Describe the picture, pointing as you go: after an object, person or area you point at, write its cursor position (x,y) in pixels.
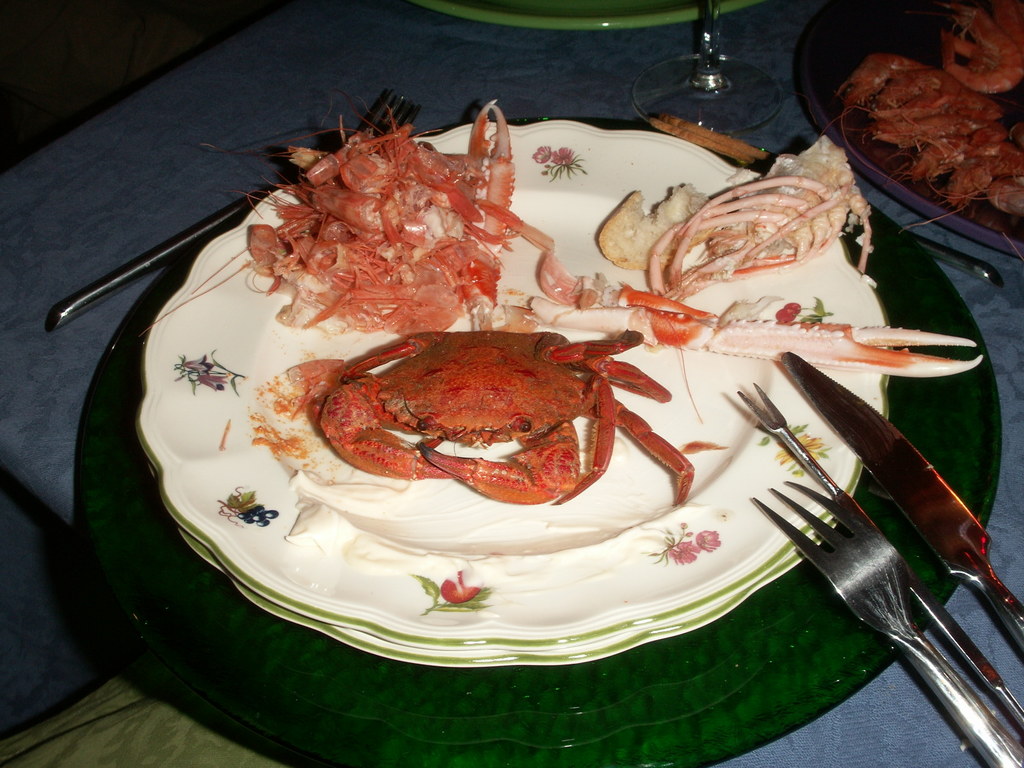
In this image I can see there is a table (81,213), on the table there is a plate (550,612). And there are some food items (635,322) in it. And there are fork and a knife (967,563). At the side there is a cloth (129,717).
